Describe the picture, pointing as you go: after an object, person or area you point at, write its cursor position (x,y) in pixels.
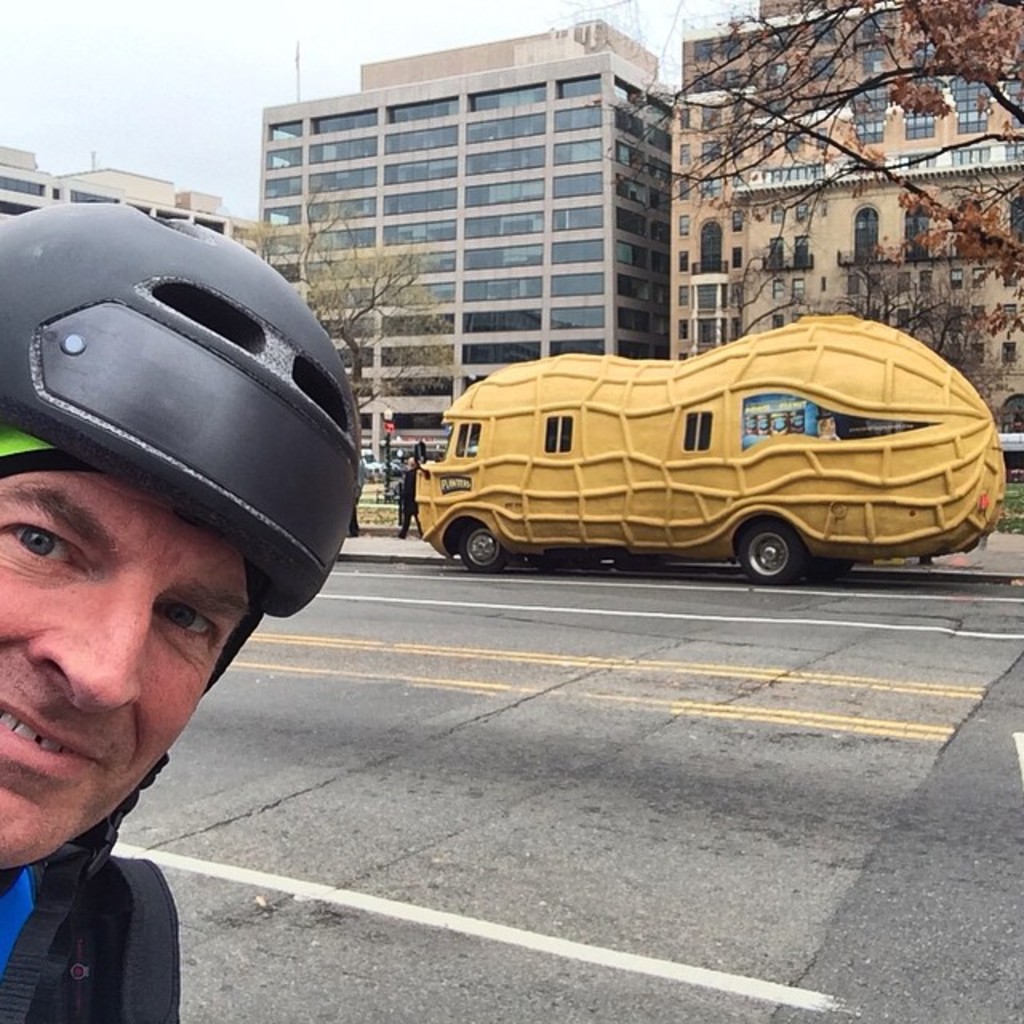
In this image we can see a person (44,778) wearing helmet (272,552) is standing on the floor (405,903). On the right side of the image (968,510) we can see a vehicle (841,462) of brown color is parked on the road (471,705). In the background (498,261), we can see group of buildings (515,257), trees (369,265) and sky (327,63).
